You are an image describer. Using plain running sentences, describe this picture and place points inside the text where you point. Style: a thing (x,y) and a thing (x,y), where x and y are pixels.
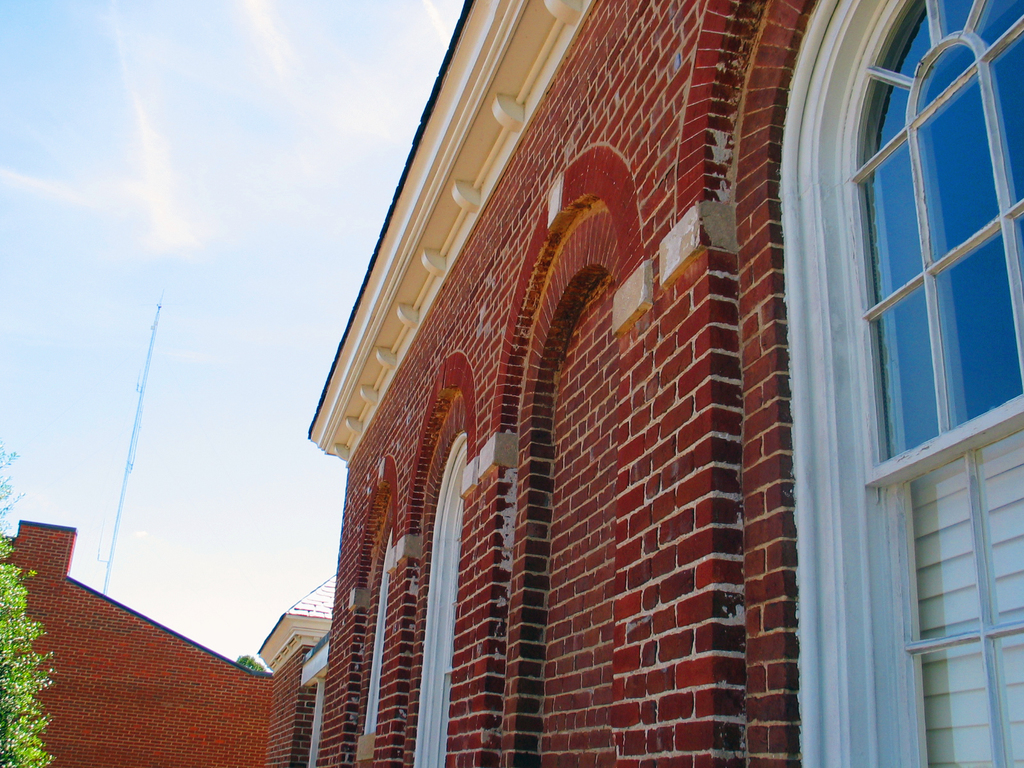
As we can see in the image there are buildings (676,540), window (1010,328), tree (19,740) and sky (112,197).
